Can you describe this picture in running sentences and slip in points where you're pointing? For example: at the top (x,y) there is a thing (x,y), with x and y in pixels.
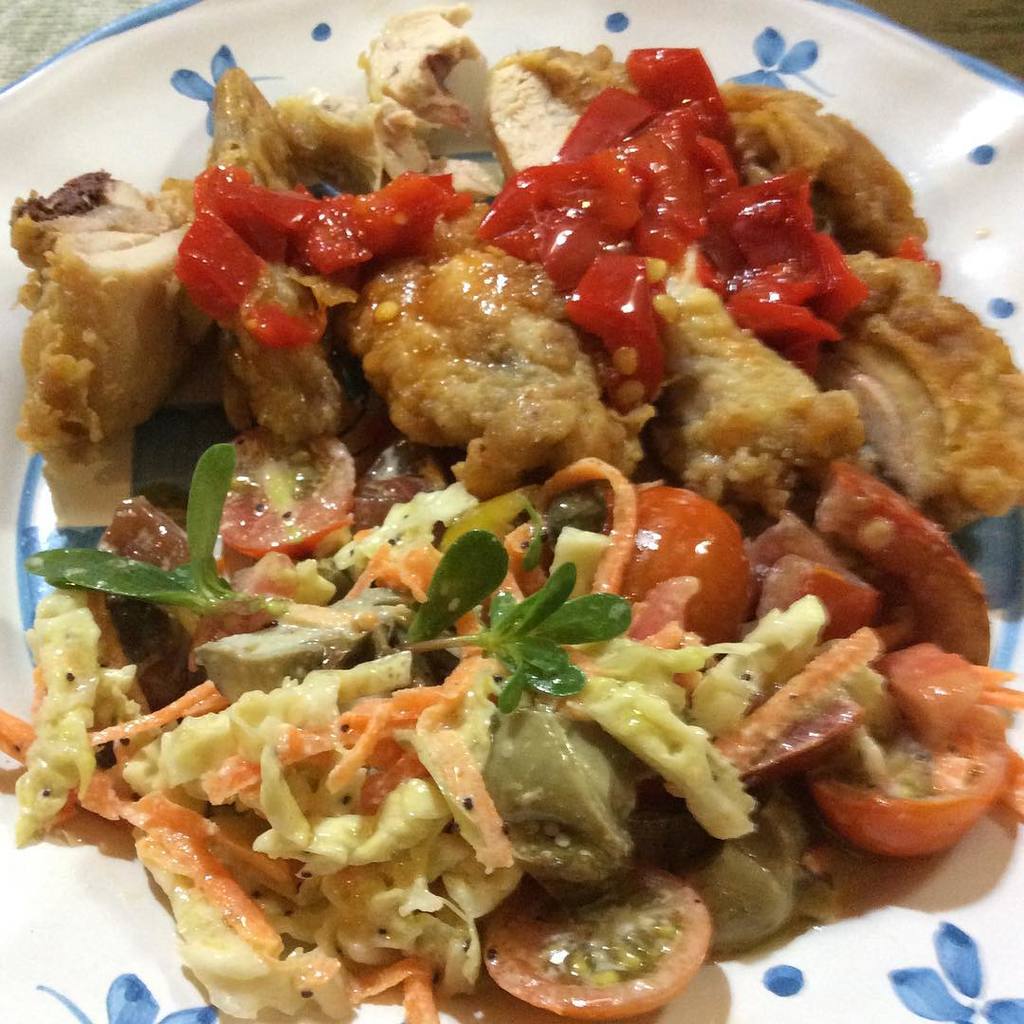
This is a plate (799,70), which contains food (335,891). This food (551,712) is made of meat (523,414), tomatoes (939,795), carrot (207,829) and few other ingredients (442,657) are added to it.
